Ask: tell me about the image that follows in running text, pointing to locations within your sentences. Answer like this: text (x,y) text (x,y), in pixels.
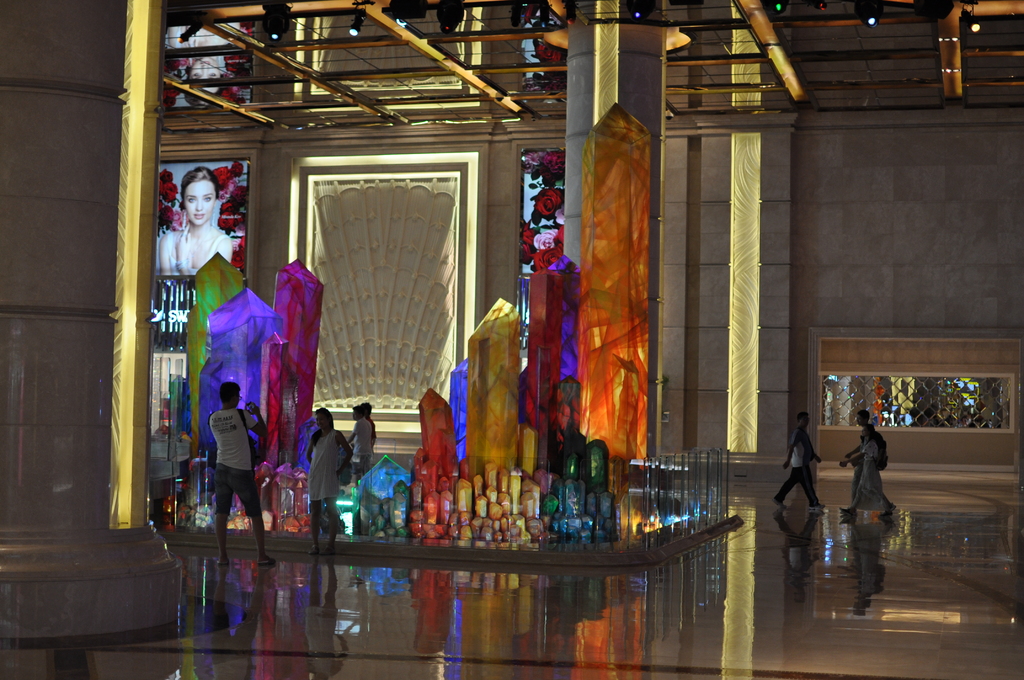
In this picture I can see a number of people (332,468) on the surface (556,594). I can see light arrangements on the roof (400,73). I can see the decoration (472,358) on the left side (303,469).
